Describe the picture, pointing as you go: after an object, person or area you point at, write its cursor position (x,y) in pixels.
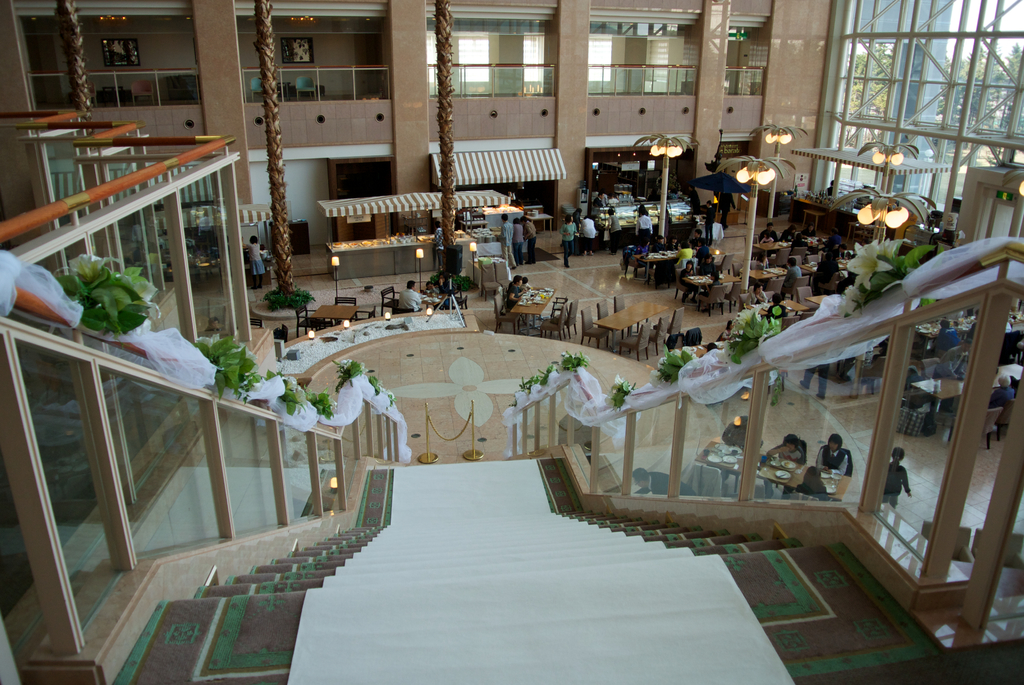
In the center of the image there are staircase (479,519). There is a staircase railing (339,451). In the background of the image (384,296) there are stalls (363,212), chairs (640,269), tables (636,319). There are people (617,219). There are light poles (757,166). To the right side of the image (841,104) there is a glass (866,16) with rods (1009,96). In the background (824,82) there is a building (487,149) with pillars (574,180) and railing (343,91).
